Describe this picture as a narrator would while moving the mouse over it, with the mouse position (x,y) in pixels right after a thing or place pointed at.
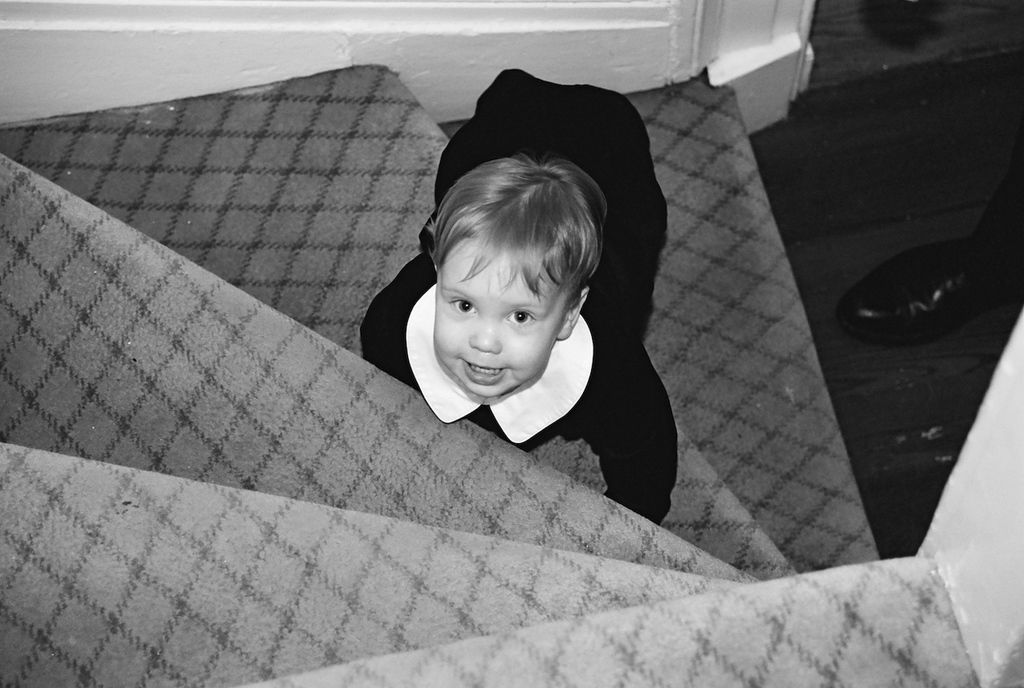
In this image I can see a child (612,337) present on the stairs (764,474), there are shoes (1012,253) on the right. This is a black and white image.
